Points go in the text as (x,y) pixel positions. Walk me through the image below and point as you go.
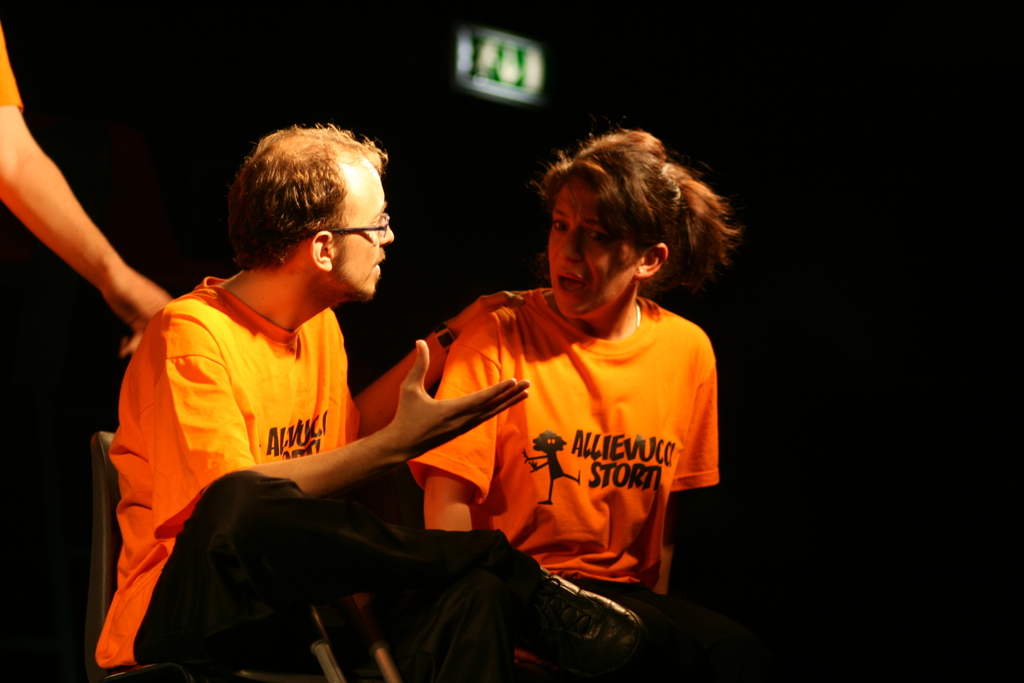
In this image, we can see persons (416,432) on the dark background. These persons (615,399) are wearing clothes (337,438) and sitting on chairs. There is a person hand (132,276) in the top left of the image (37,172).
